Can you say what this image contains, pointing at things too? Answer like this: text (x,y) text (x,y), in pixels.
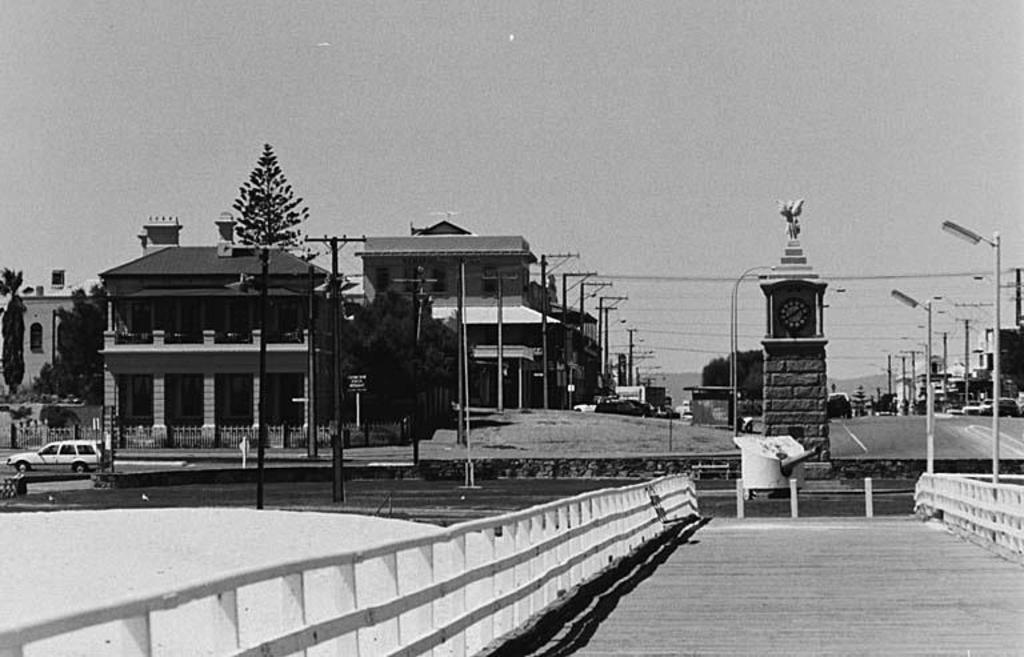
This is a black and white image on the right side (1002,567) there is a bridge (772,554), on either side of the bridge (671,592) there are railings (511,602), in the background (104,461) there is a road (844,440), on that road (384,454) there are cars (72,447) and there are poles (417,450), in the middle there is a clock tower (806,317), in the background (282,321) there are houses (276,339), trees (374,319) and the sky (506,186).
